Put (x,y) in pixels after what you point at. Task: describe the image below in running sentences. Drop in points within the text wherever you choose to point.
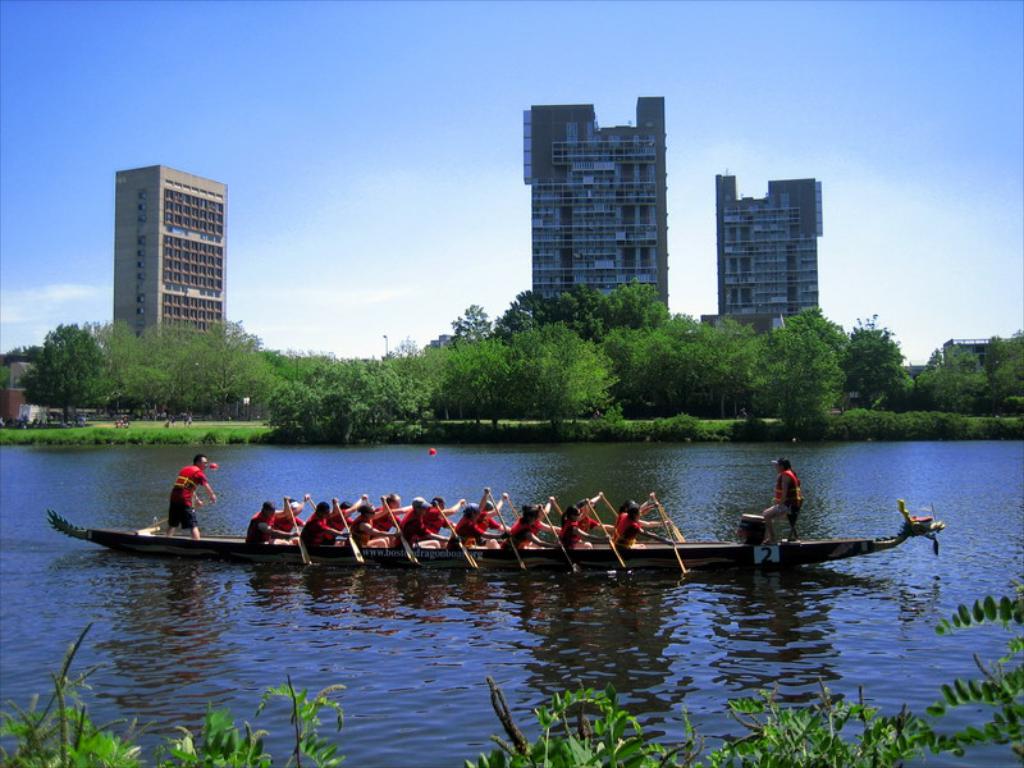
In this image I can see the boat (330,550) on the water (412,637). I can see many people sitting in the boat (427,551). On both sides of the water (540,574) I can see the plants (417,421). In the background (422,404) I can see many trees (337,391), buildings (577,283), clouds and the sky (384,51).
